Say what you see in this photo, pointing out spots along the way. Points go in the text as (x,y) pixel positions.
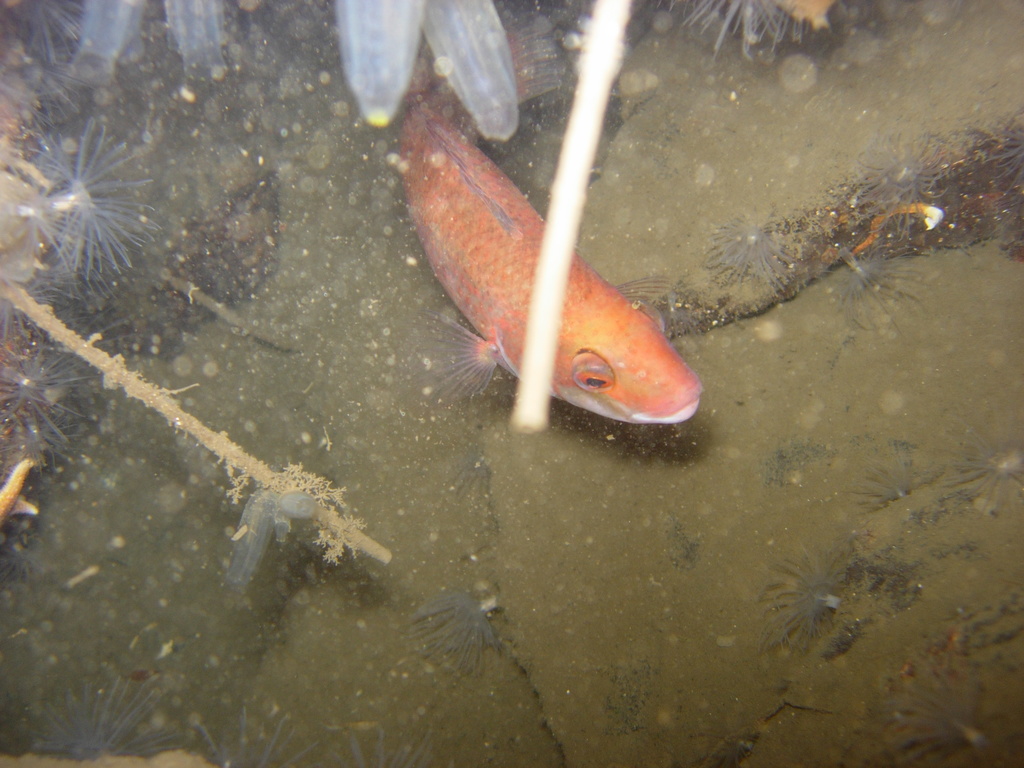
In this image there is a fish (590,380) in the water (672,429) and there are plants (126,257).
